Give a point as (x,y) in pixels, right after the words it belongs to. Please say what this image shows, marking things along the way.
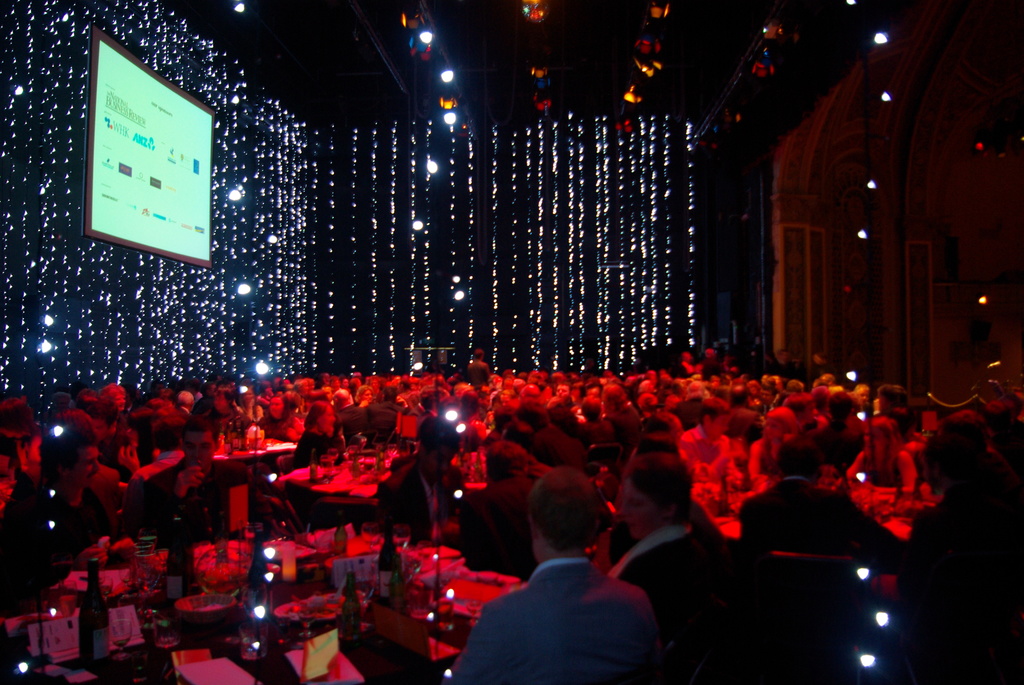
In this image we can see these people (78,524) are sitting on the chairs (837,674) near the table (181,636) where few things (353,605) are kept on it. Here we can see the projector screen (178,124), lights (428,245) and the background of the image (904,232) is dark.
